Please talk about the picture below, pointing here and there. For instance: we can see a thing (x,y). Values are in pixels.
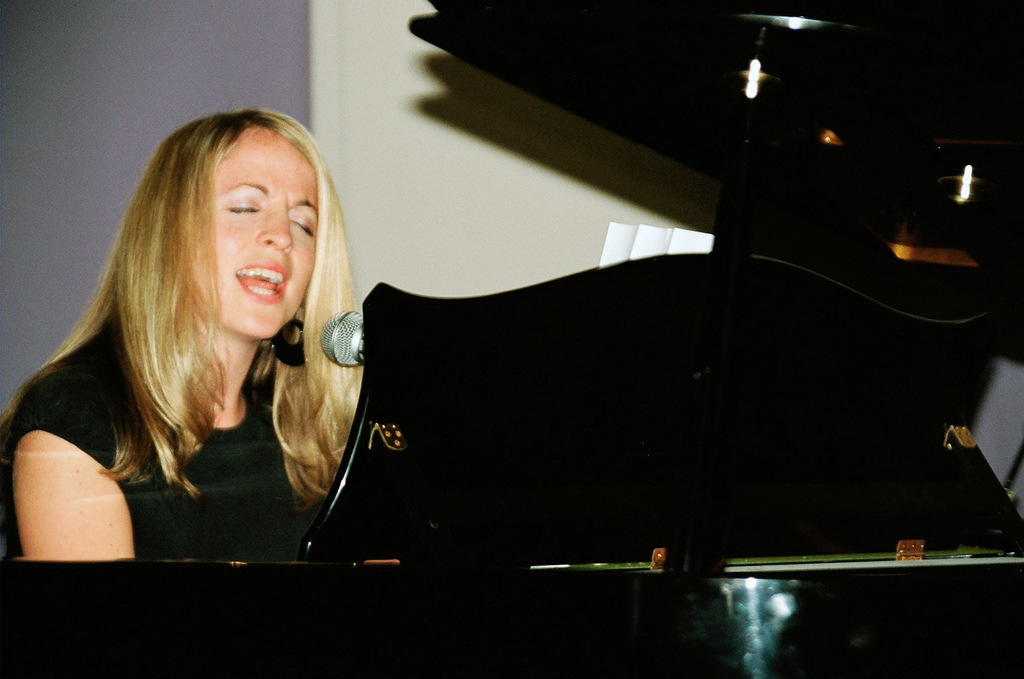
This woman (85,557) Is playing an instrument (710,315) and singing with the help of a microphone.
